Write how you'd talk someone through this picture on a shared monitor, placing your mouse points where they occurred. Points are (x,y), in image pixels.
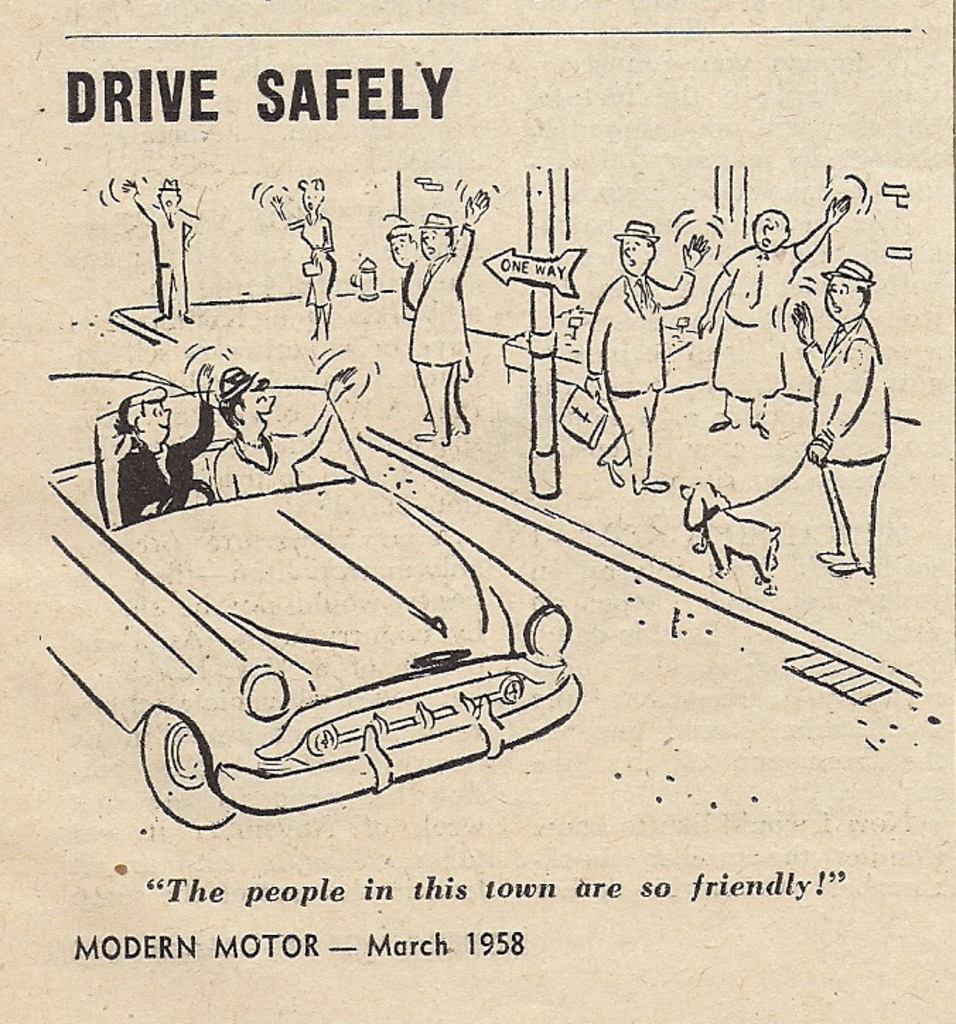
In this picture there is a paper (625,491). On the paper (400,796) there are pictures (175,473) of two people (127,475) sitting in the car (244,714) and there are group of people (869,347) standing on the footpath (720,476) and waving hands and there is a dog (775,545) standing on the footpath (497,470) and there is a board (503,279) on the pole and there is a fire hydrant (352,279). At the bottom (504,889) there is text (267,942). At the top left (128,119) there is text (128,119).
